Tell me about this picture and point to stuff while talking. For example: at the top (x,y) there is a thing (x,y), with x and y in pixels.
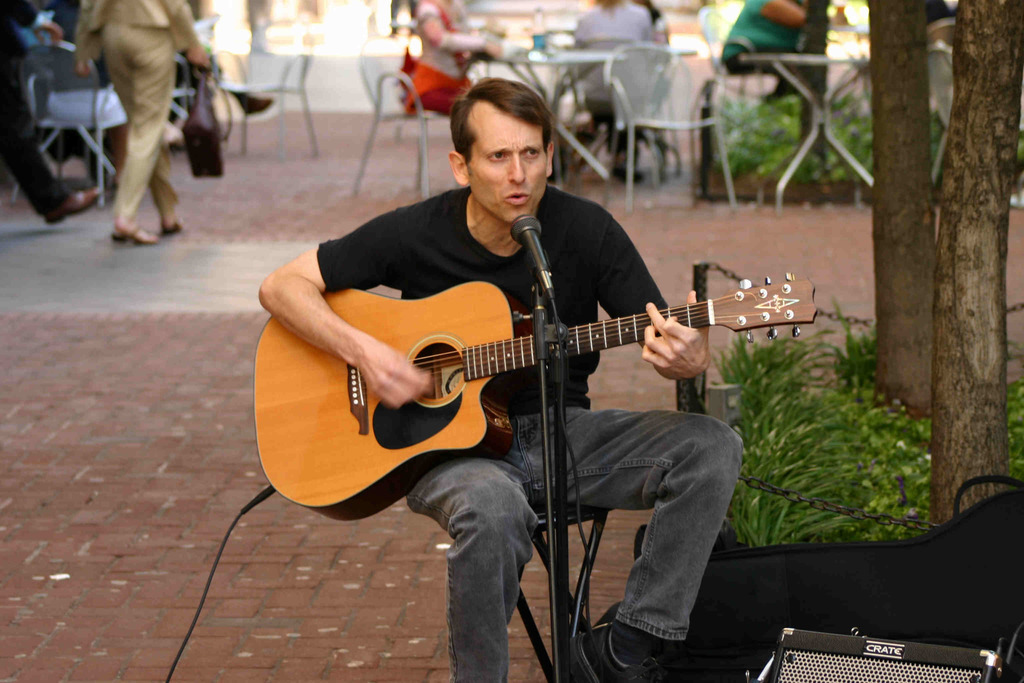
In Front (662,566) portion of a picture we can see one man (588,500) sitting on chair (531,531) in front of a mike (528,250), playing guitar (592,334) and singing. Here we can see plants (918,477). On the background (430,48) we can see few persons (599,40) sitting on chairs (712,40) in front of a table (528,49) and on the table (544,53) we can see a bottle (540,37). We can see one person (167,13) walking by holding a handbag (211,144) in hand (195,59).
